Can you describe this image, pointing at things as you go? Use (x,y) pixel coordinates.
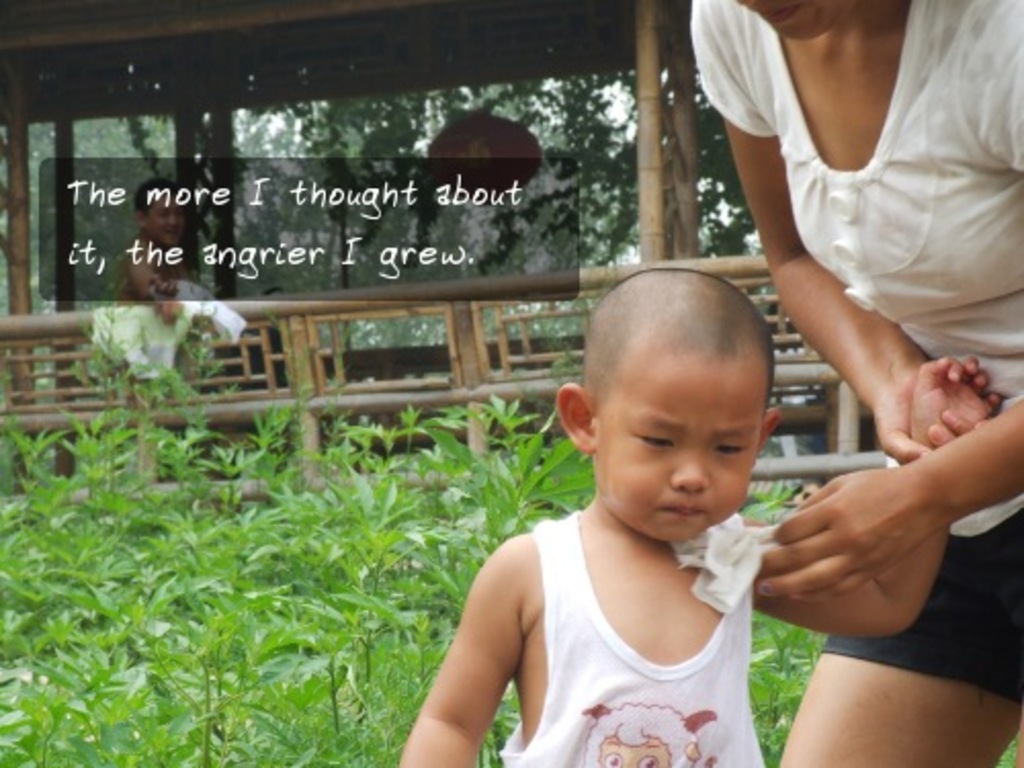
In the bottom right corner of the image (759,758) we can see two persons (634,380). Behind them we can see some plants (121,412). Behind the plants (17,432) we can see fencing (241,407). Behind the fencing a person (137,296) is standing and watching. At the top of the image (128,198) we can see some trees (718,199) and text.
